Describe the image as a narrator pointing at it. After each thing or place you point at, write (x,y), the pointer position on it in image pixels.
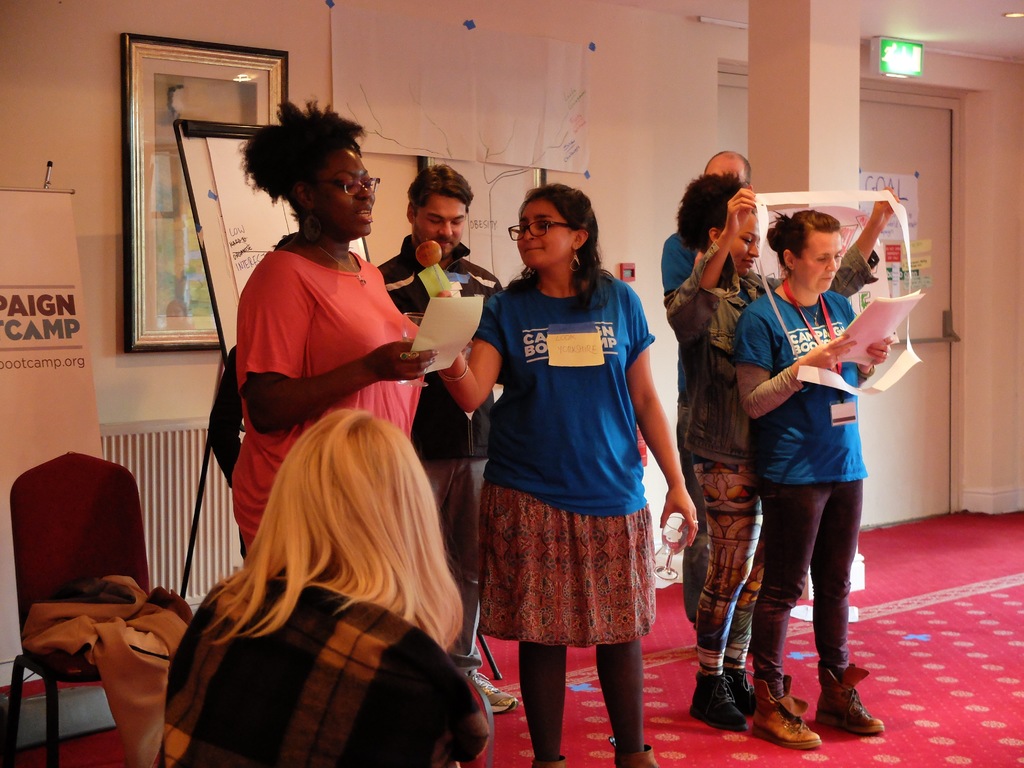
In this image there are group of persons (528,405) standing and holding objects (455,340) in their hands (885,351). In the background (210,150) there is a board (205,245) with some text (230,248) written on it and on the wall (113,102) there is a frame (151,195) and there is a door (931,258), there are chairs (82,515) and there is a banner (52,361) with some text (37,319) written on it.
